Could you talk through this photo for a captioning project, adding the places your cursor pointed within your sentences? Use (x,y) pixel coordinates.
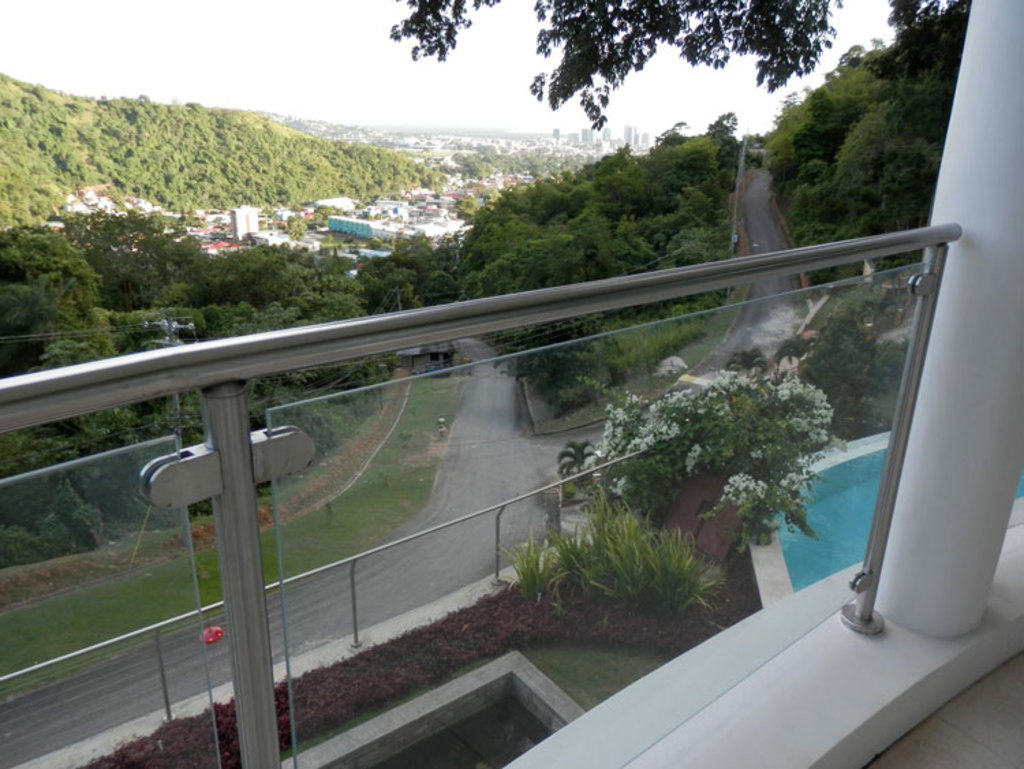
In this image there is a balcony (618,729), in front of that there is a plant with flowers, road (199,664), trees (542,199) and buildings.
